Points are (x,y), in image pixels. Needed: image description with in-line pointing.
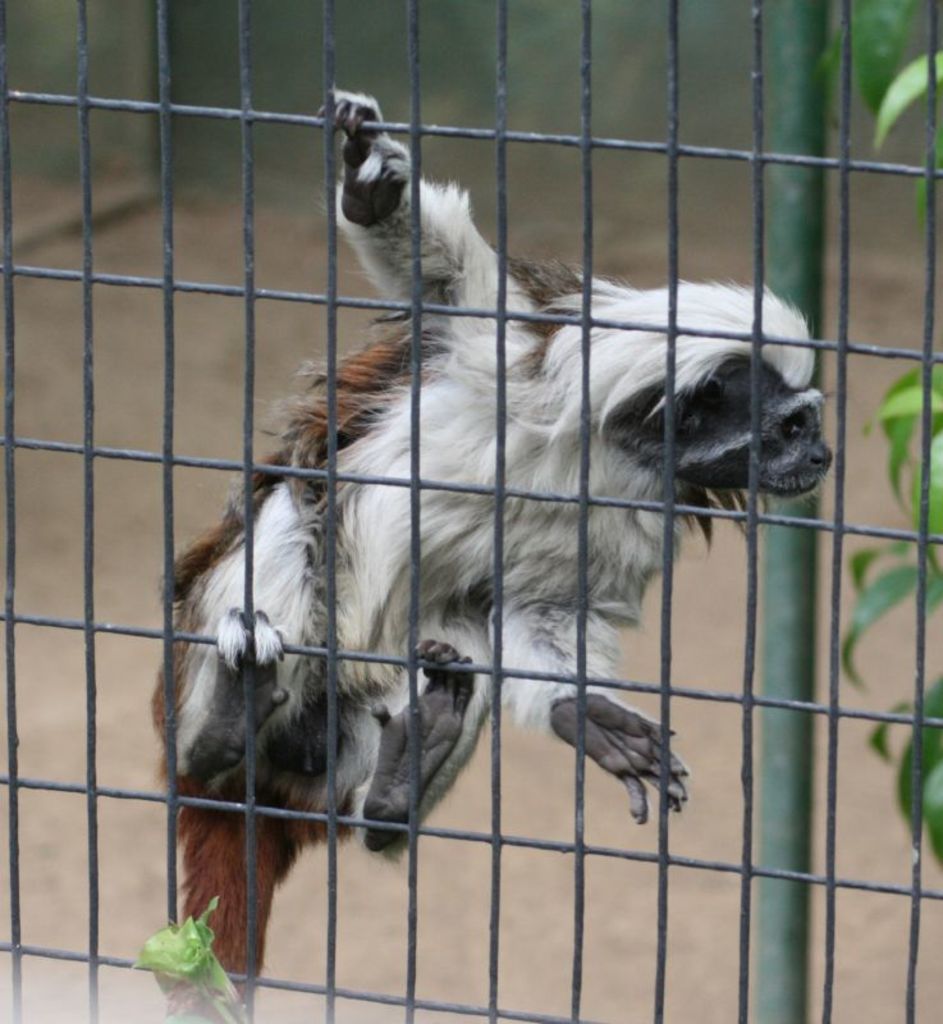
There is an animal (313,454) on a mesh (414,125). In the back (781,268) there is a pole (781,268). Also there are leaves (924,728). In the background (926,676) it is blurred.
